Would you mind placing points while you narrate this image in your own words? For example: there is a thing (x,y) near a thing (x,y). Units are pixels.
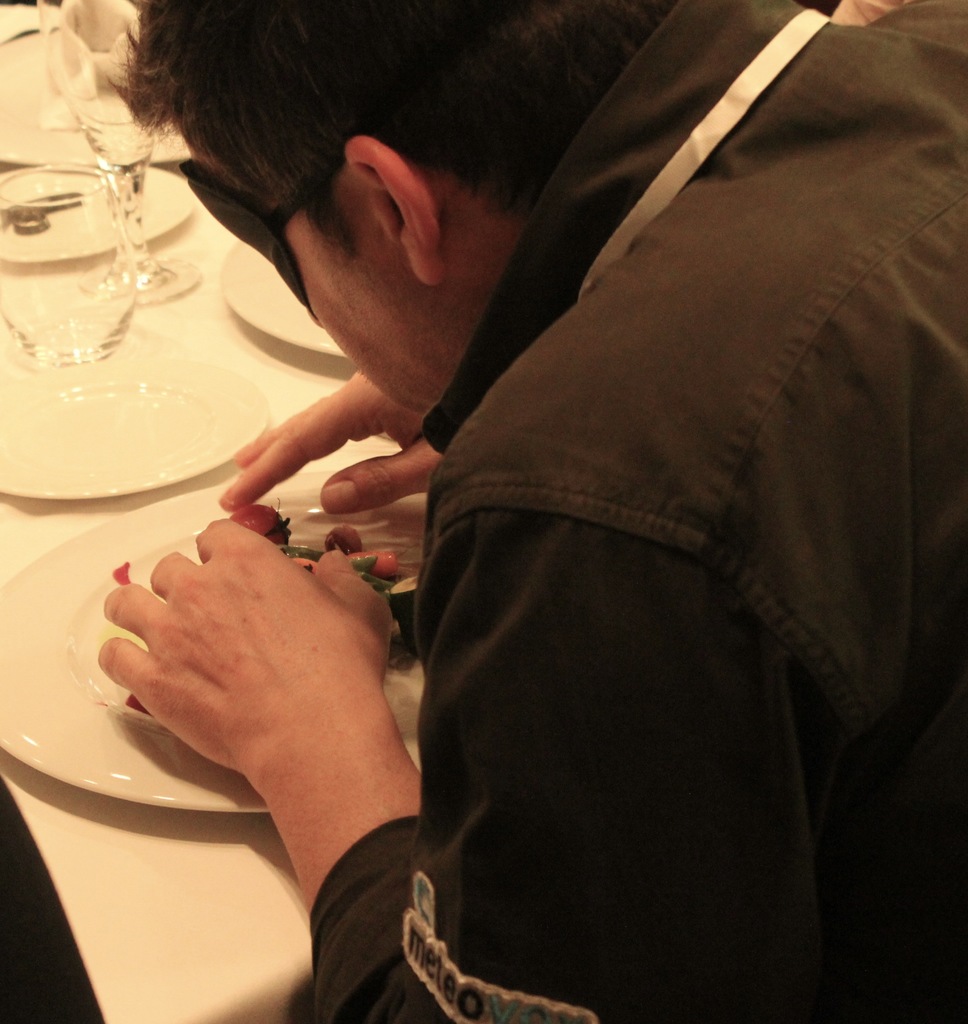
In this picture I can see the plates (313,538). I can see wines glasses (138,288). I can see a person (249,639).
